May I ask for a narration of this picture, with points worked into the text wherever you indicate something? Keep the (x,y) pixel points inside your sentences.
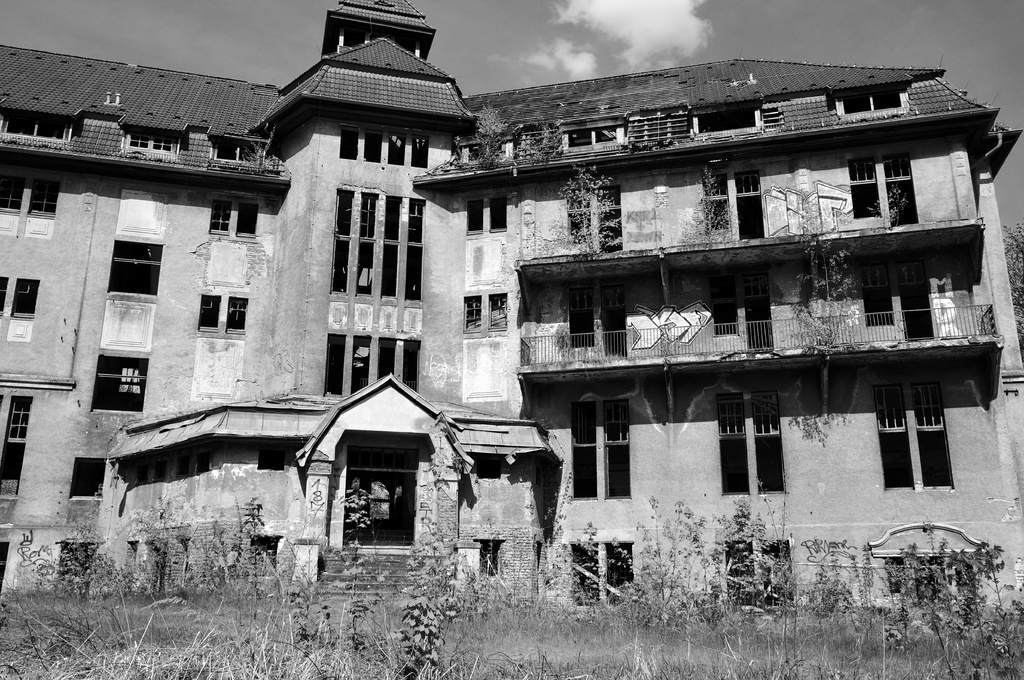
In this picture there is a building (627,357). In the foreground (351,598) there is a staircase (403,559) and there is grass (590,666) and there are plants (294,614). At the top (187,45) there is sky (187,45) and there are clouds (607,26).
